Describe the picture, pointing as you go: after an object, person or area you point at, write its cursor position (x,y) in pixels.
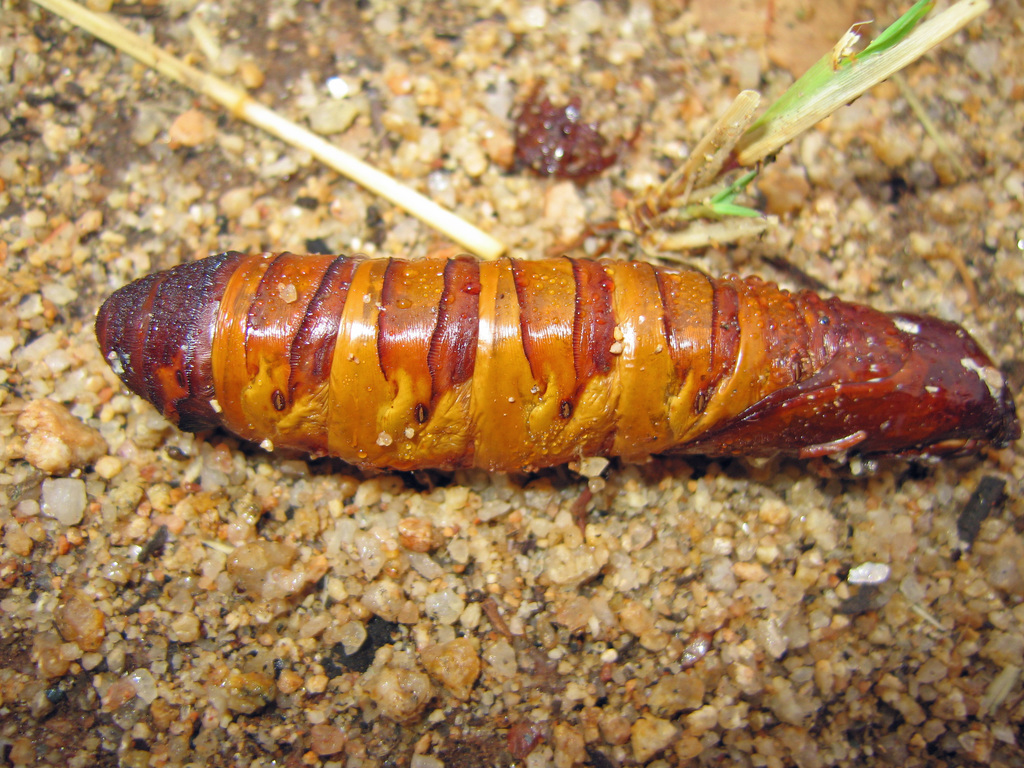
In this image I can see number of stones (429,178), a brown colour thing (459,307) and here I can see a green colour leaf (816,77).
